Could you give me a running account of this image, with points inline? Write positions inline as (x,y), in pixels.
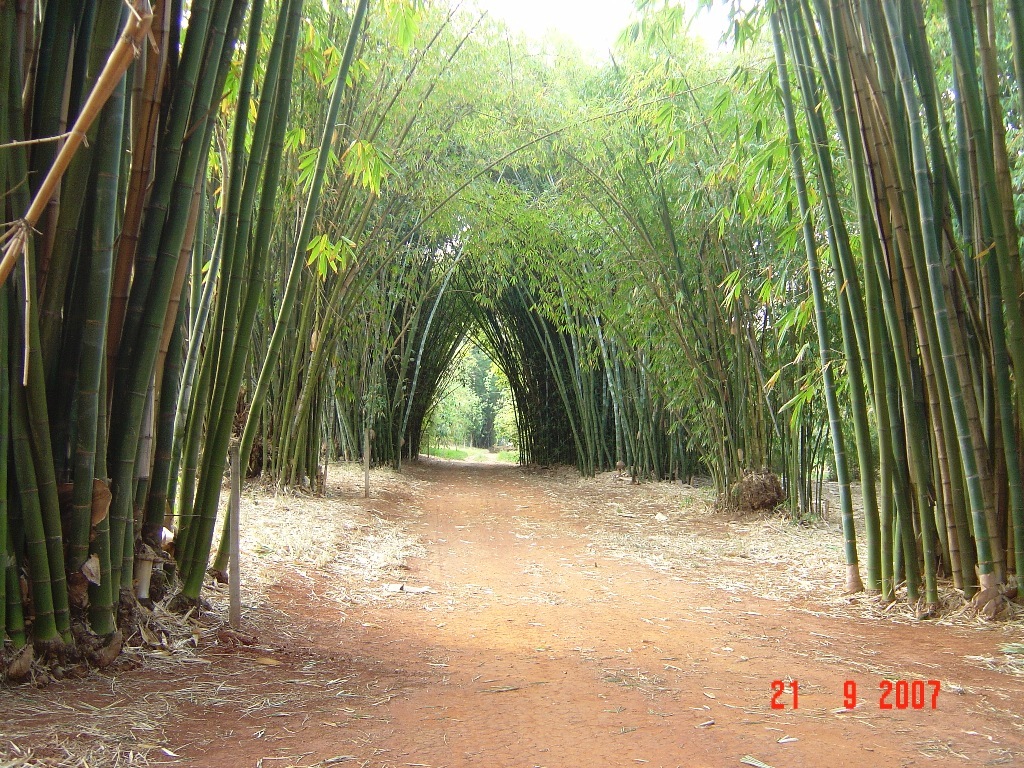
In the picture I can see trees (422,378), the grass (260,520) and a path (481,521). In the background (575,16) I can see the sky (629,2). On the bottom right corner of the image (903,706) I can see a watermark (790,701).
